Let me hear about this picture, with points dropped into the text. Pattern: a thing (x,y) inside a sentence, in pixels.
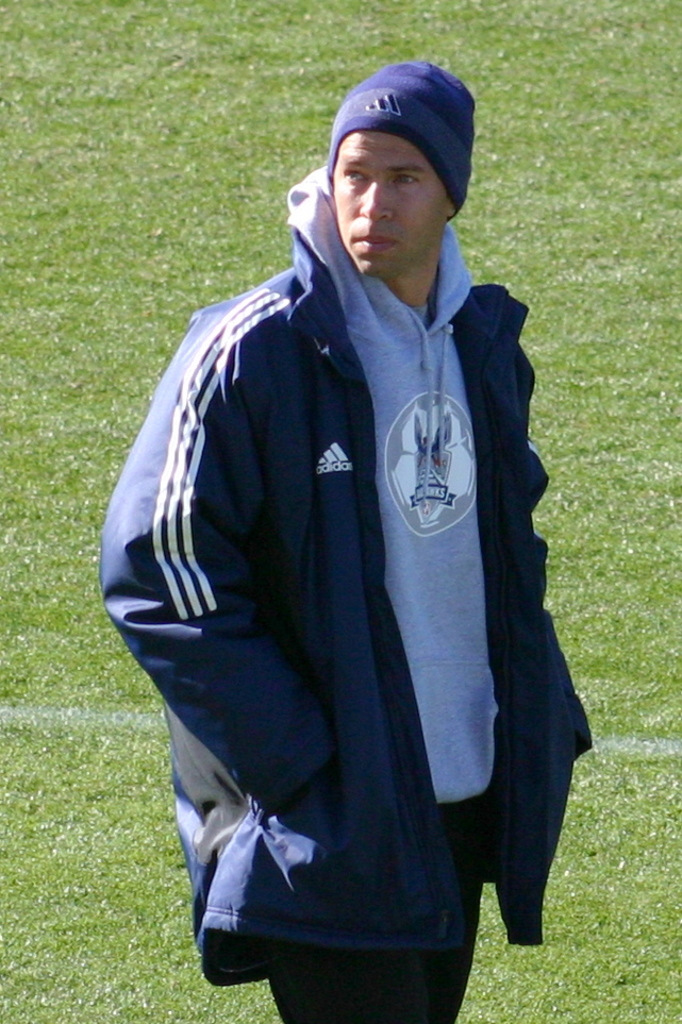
In this picture there is a man (371,493) in blue jacket (375,493) and a cap (419,111). In the picture there is grass (568,322). It is a sunny day.
